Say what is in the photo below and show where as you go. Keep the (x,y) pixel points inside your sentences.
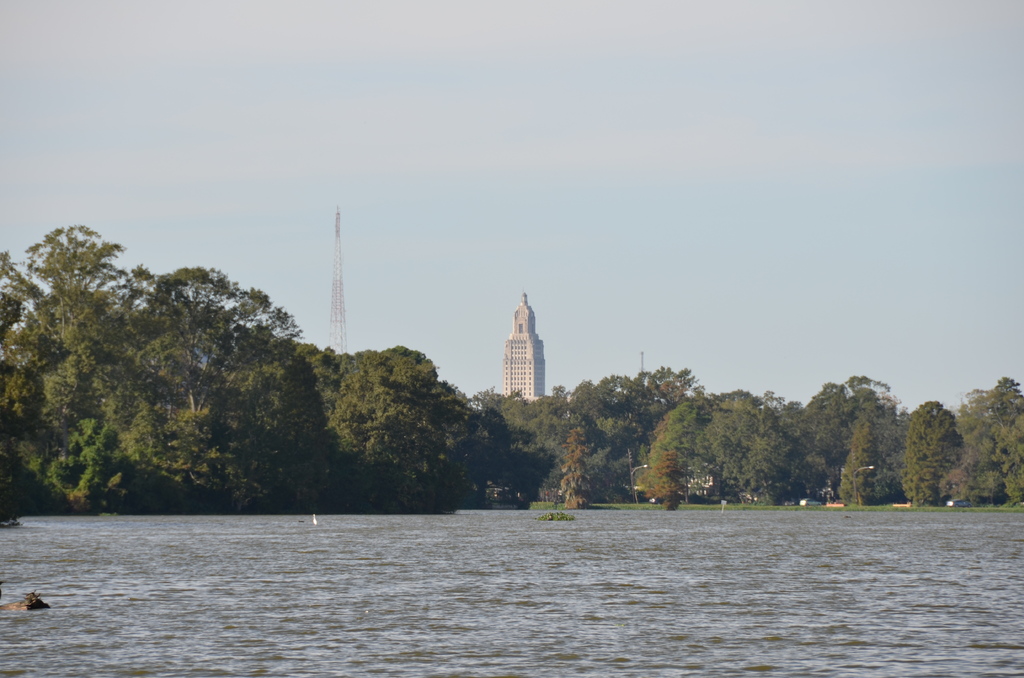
In this image we can see the lake (350,590) and there are some trees (556,429). In the background (516,314), we can see a building (528,347) and there is a tower (343,320) and at the top (337,203) we can see the sky (872,177).
